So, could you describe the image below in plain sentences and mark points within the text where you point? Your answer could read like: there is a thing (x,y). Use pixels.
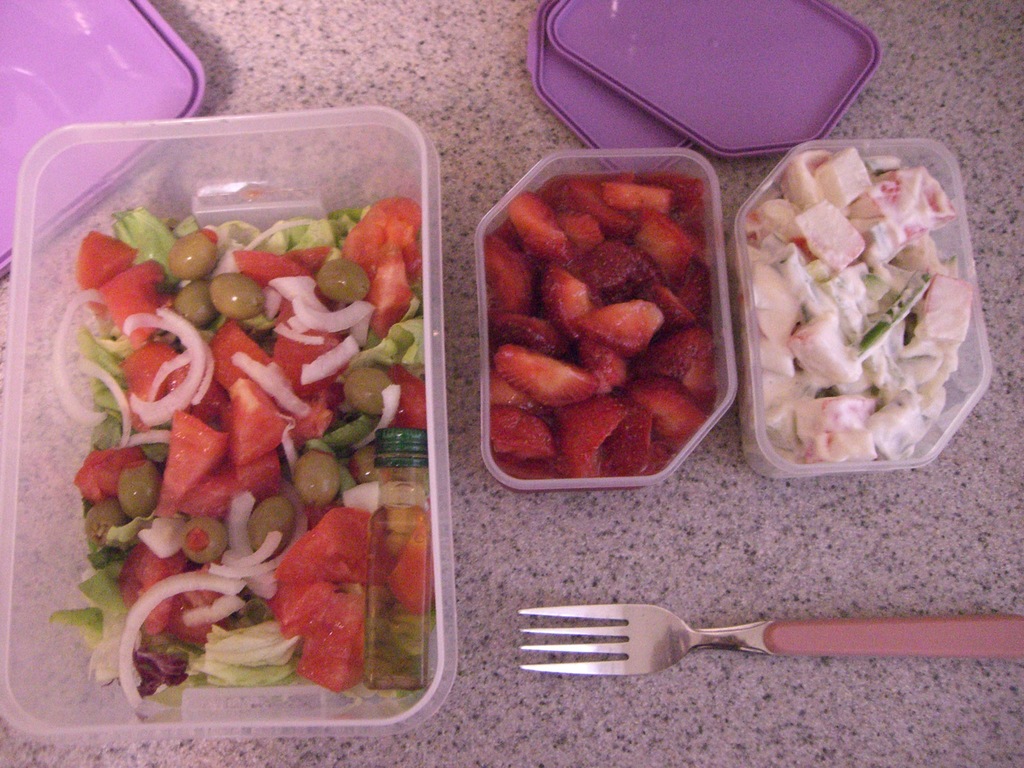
In this image there are chopped tomatoes (217,388), olives (238,294), lettuce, sliced onions (239,359) in a tray (209,414), beside the tray (212,341) there is another box (558,308) of chopped strawberries (598,297), beside that there is a box (843,273) with salad (874,292), beside the boxes (862,269) there are lids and there is a fork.
